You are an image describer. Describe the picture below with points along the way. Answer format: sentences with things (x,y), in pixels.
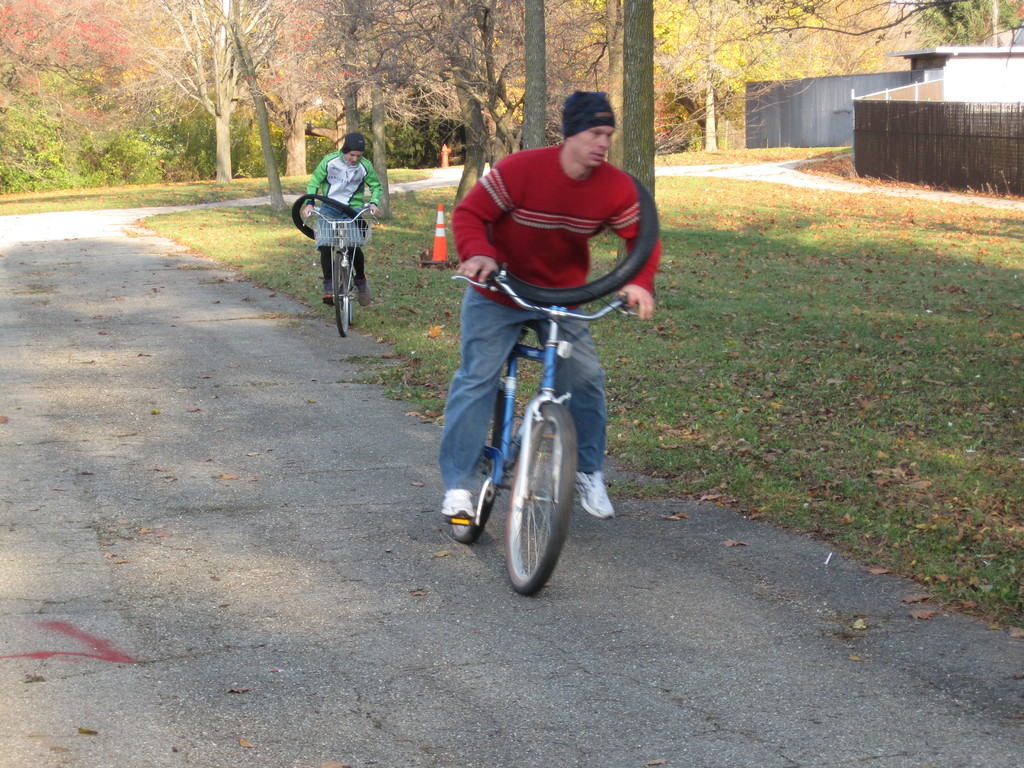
It's a sunny day the picture is taken outside on the road (412,479) where two people (466,422) are riding their bicycles (504,419), first person (485,272) is wearing a red shirt (552,268) and holding a tyre (523,283) and behind him there is a woman (352,176) in green dress (321,184) wearing tyre (329,202) on her wrist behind them there are number of trees (626,108) and one house (969,77) at the right corner of the picture (981,74). Behind the person (475,290) there are traffic cones (444,255).
